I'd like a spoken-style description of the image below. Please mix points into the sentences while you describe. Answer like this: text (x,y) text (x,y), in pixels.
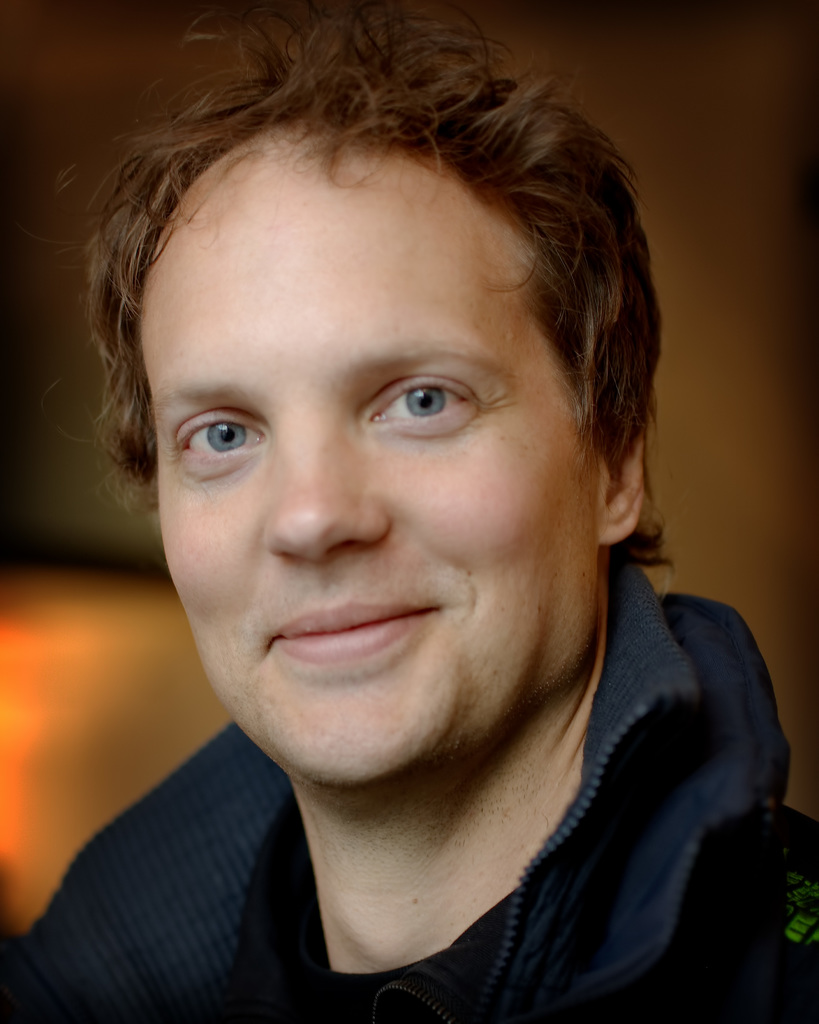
In this image we can see a person (251,482).
